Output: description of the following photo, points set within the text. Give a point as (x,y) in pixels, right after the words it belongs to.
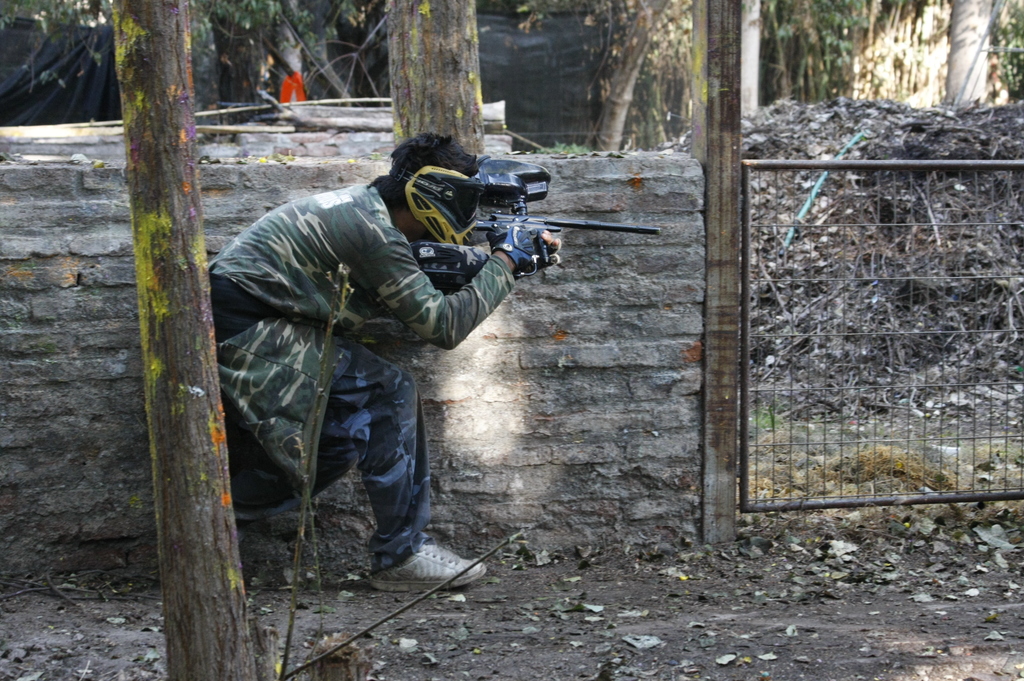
In the given image i can see a person (292,220) holding a gun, fence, wooden trunks (693,94) and trees (646,97).
